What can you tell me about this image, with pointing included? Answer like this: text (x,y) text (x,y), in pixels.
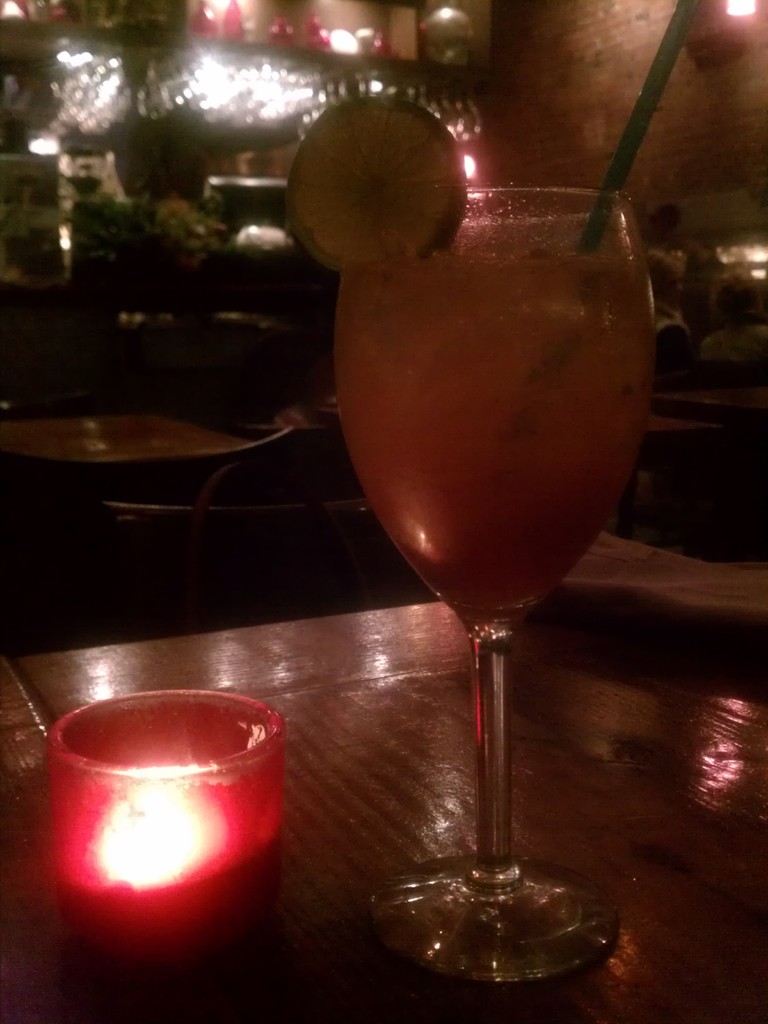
On the table (612,693) we can see a glass (576,350), fruit slice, candle (228,853) and other object (651,91). In the background (707,419) we can see tables (759,399), chairs (176,353) and lights (283,114). On the top right (571,35) there is a brick wall (571,52).
